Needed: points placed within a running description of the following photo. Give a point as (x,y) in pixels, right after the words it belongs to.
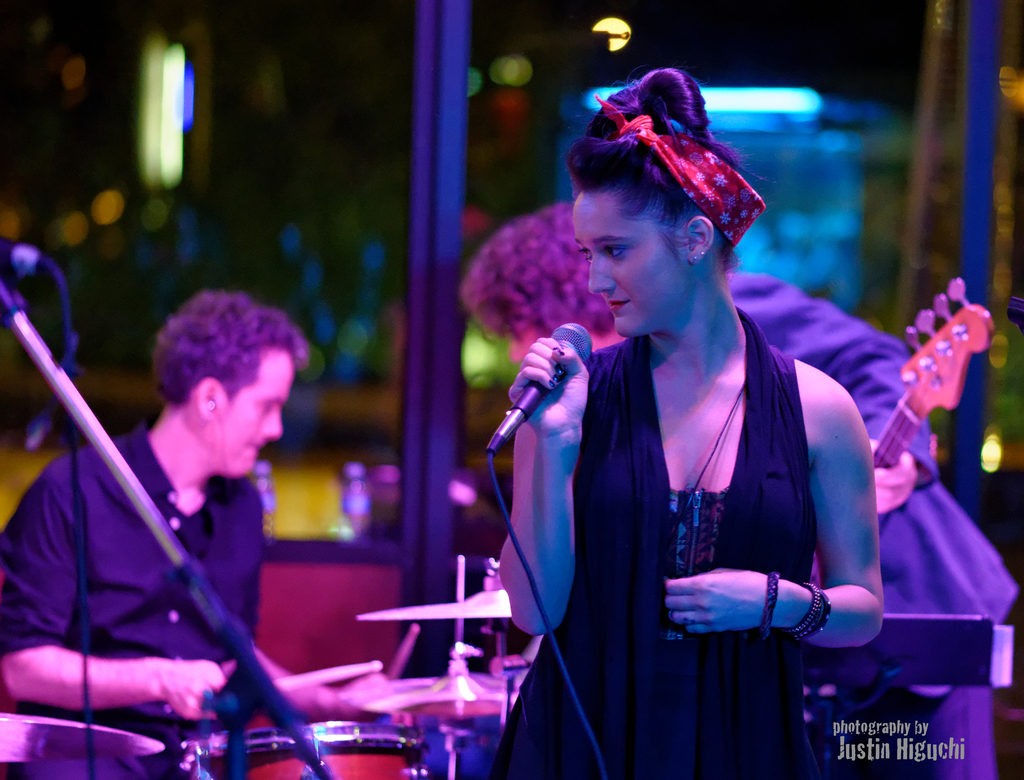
In the left (241,323), there is a person (279,323) sitting on the chair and playing drums (350,735). In the right (763,716), there is a woman (638,124) standing and singing a song in mike (578,330). In the background (915,475), there is another person (890,349) holding a guitar (941,396). In the background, there are lights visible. This image is taken on the stage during night time.
